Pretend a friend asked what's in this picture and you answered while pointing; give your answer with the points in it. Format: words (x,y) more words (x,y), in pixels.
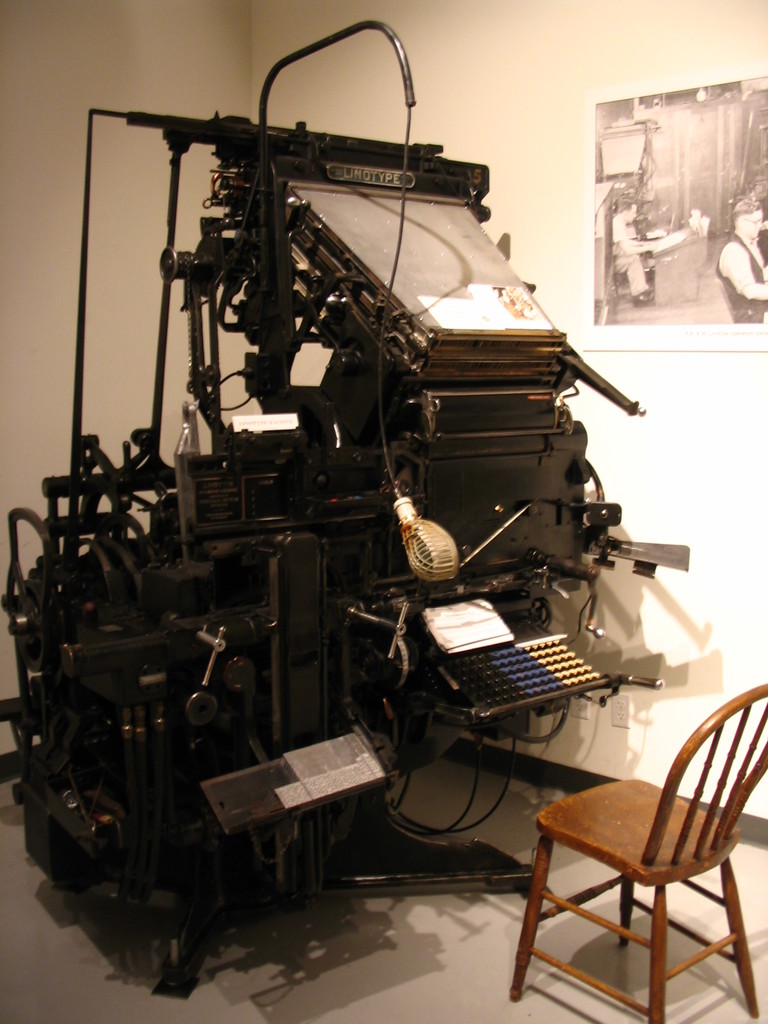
In this image I can see the machine (421,506) which is in black color. To the side I can see the brown color chair (548,854). In the background (645,244) I can see the frame (686,274) to the Wall (357,128).
